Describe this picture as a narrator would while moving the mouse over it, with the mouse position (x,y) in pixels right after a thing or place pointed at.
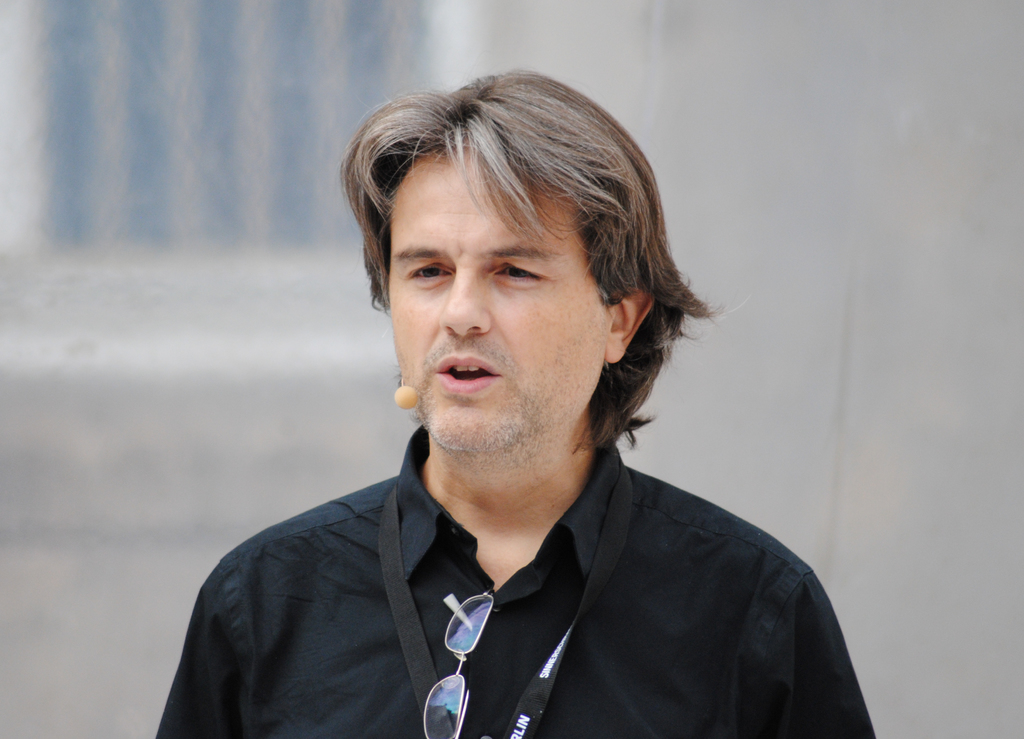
In this image I can see a man (618,586) in the front (610,593) and I can see he is wearing black colour shirt (529,629). I can also see a specs (485,625) on his chest (541,626) and around his neck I can see a black colour tag (414,610). I can also see a mic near his mouth (444,371) and I can see this image is little bit blurry in the background (151,555).
